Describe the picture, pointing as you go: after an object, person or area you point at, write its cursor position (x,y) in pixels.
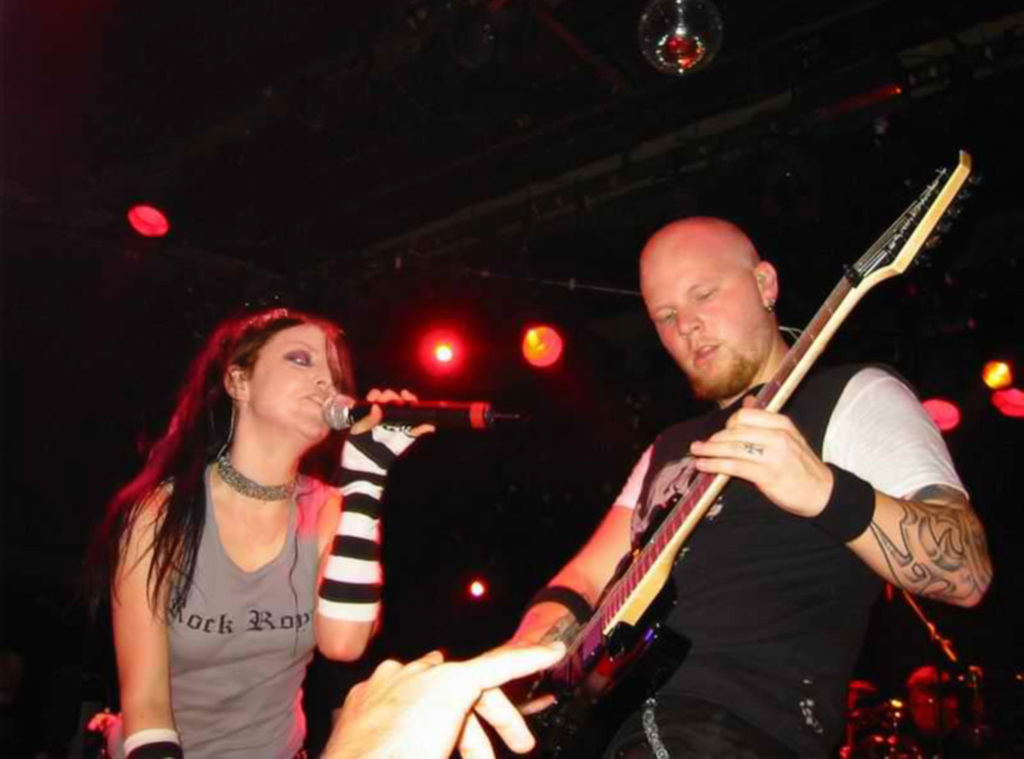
These two persons (846,638) are standing. This person (314,443) holding microphone (403,403) and singing. This person (679,576) holding guitar (673,565). On the background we can see focusing lights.
